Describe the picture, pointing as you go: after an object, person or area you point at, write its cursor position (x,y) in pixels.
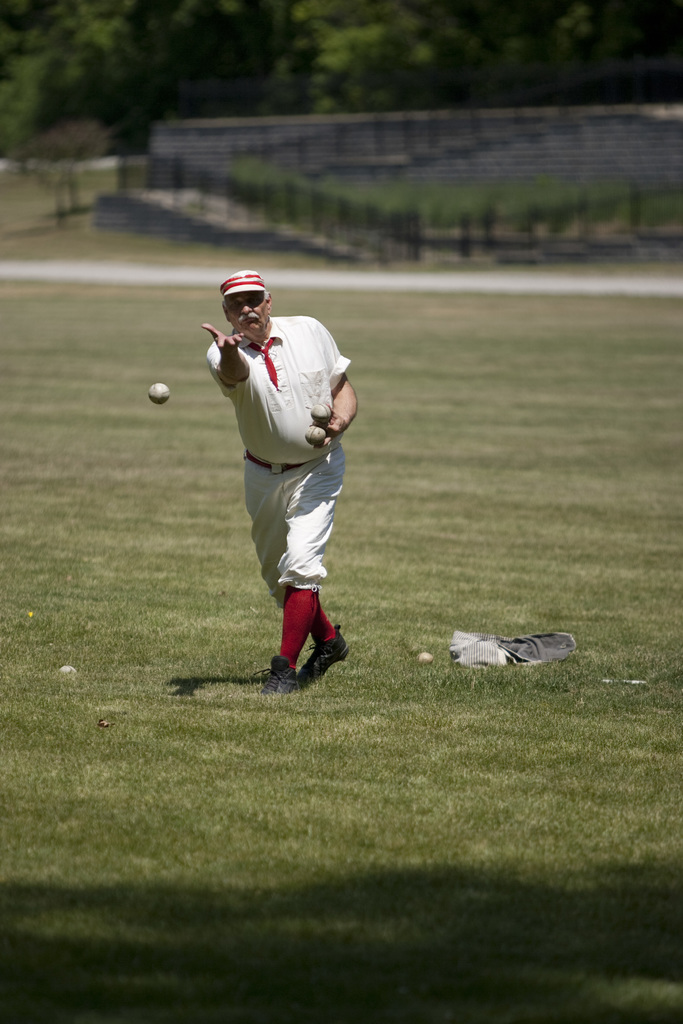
In this image there is a man (290,454) on the ground (164,369) who is throwing the ball (154,393). The man (301,599) is wearing the white shirt (275,356) and white cap (258,288). In the background (360,91) there is fencing (326,210) in the middle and there are trees (353,48) behind the fencing (332,88). On the ground (347,717) there is grass (329,811).
